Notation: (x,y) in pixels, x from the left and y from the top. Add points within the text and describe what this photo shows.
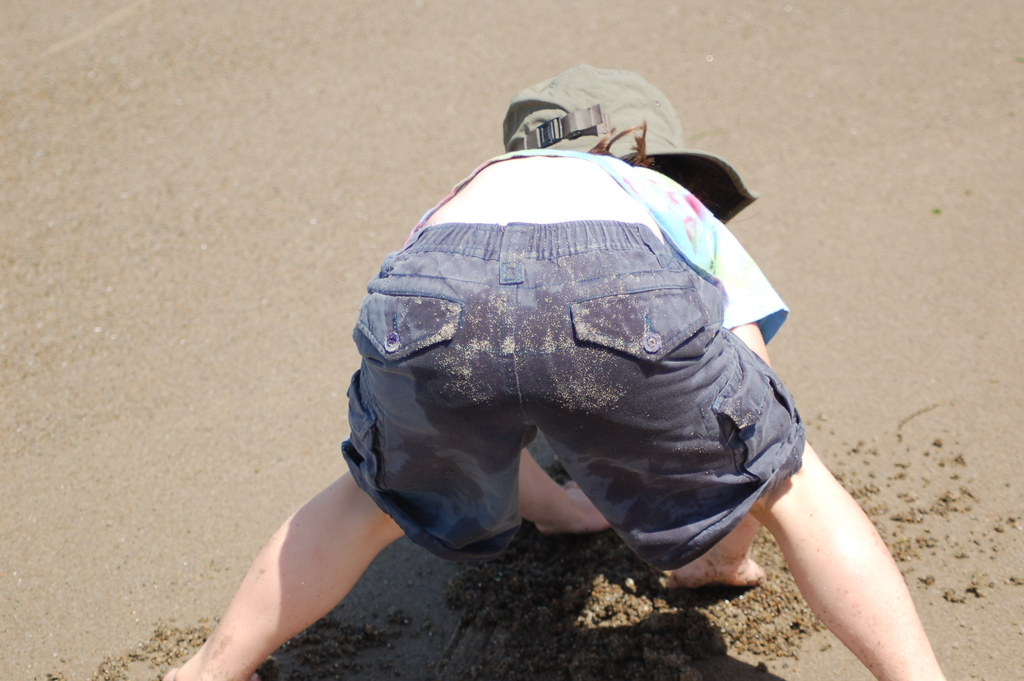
In the middle of the image (525,278) we can see a kid (506,298), and the kid (568,170) wore a cap (617,122), and we can see sand (887,329).
